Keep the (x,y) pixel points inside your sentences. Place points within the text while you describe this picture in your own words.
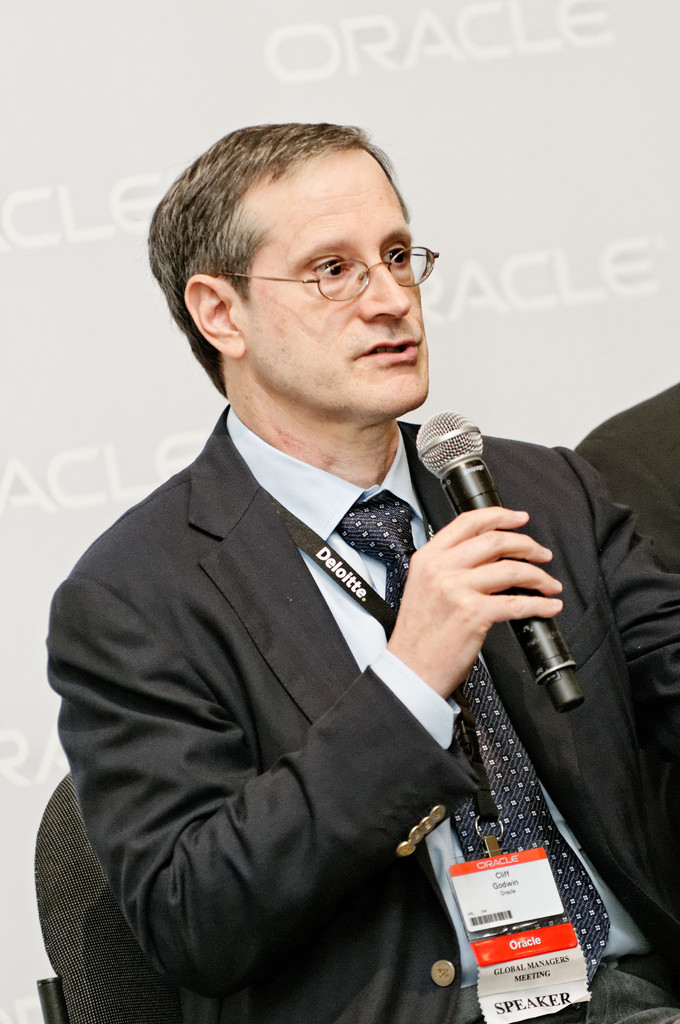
In the image we can see there is a person (296,301) who is sitting on chair (64,880) and holding mic (533,652) in his hand (508,595).
